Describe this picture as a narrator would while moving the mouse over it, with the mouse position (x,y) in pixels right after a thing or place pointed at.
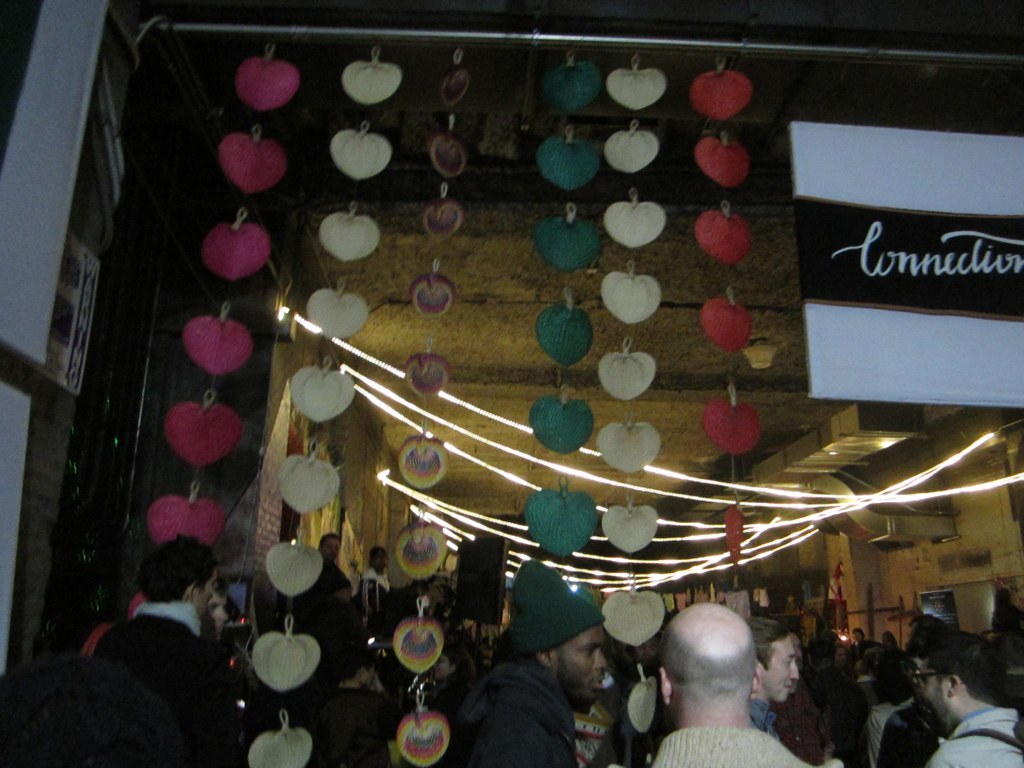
In this image, we can decors (215,266) hanging from the ceiling (492,69). There are persons (539,694) at the bottom of the image (598,621) wearing clothes (710,741). There is a board (939,399) on the right side of the image (969,372). There are lighting rods (860,497) in the middle of the image (452,407).
